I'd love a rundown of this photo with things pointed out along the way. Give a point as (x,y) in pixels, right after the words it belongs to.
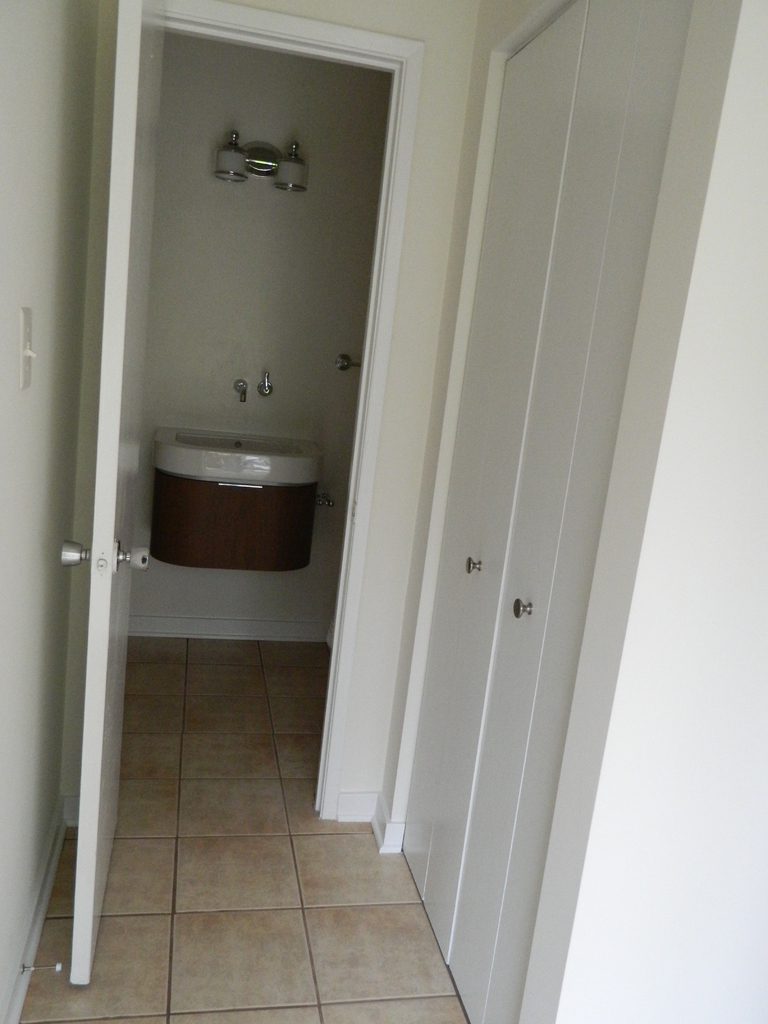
This is door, there is basin (211,456) with the tap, there is wall (219,203) with light (279,171) on it.
